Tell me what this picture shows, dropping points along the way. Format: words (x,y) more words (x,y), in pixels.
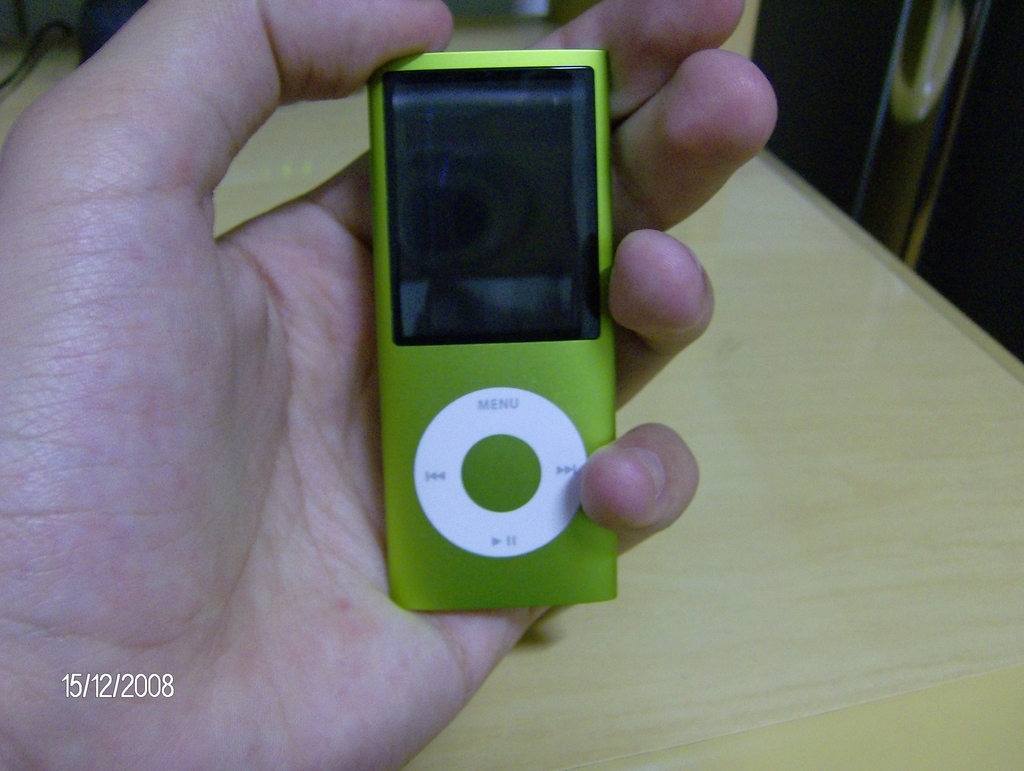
In the image we can see a person (265,484) is holding an electronic gadget (443,453). An electronic gadget (473,453) is in the color of green and white.
